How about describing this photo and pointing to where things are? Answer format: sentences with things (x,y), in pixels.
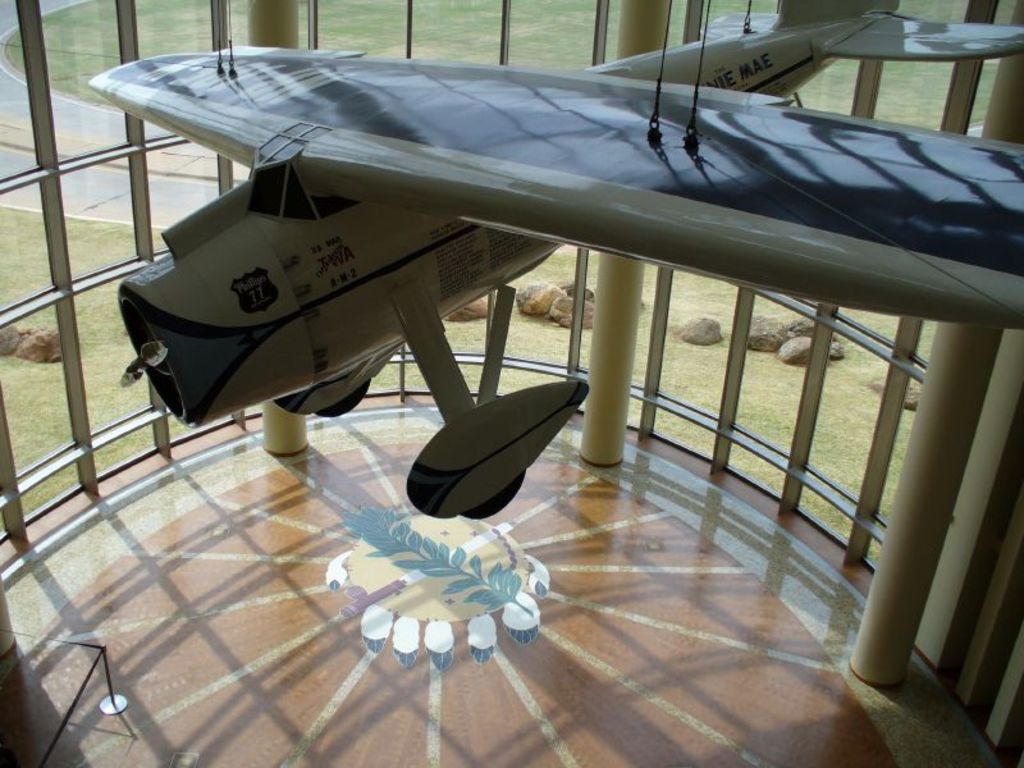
At the top of this image (645,123), there is aircraft (323,198) attached to the threads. Below this aircraft (452,219), there is a floor (558,535) of a building (610,650) having windows (20,383) and pillars (944,477). In the background (17,232), there are rocks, a road (17,204) and grass (887,109) on the ground (475,2).
